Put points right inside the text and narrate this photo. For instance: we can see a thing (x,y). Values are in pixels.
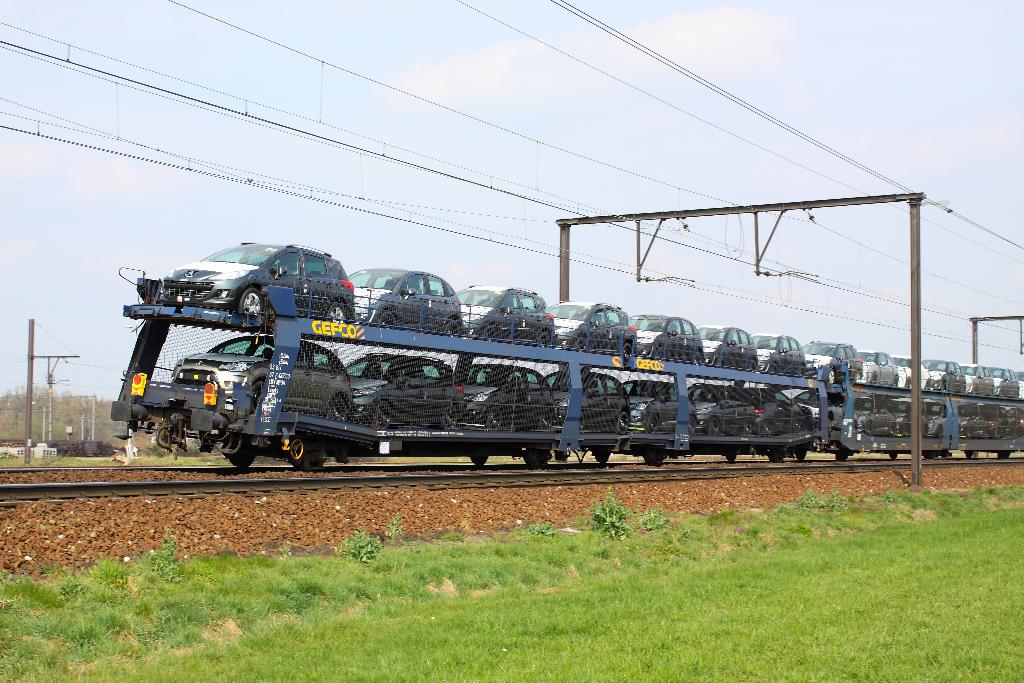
There are cars (248,367) in a train (559,389). At the top (407,94) these are the electric cables (420,98), in the down side this is grass (772,580).
